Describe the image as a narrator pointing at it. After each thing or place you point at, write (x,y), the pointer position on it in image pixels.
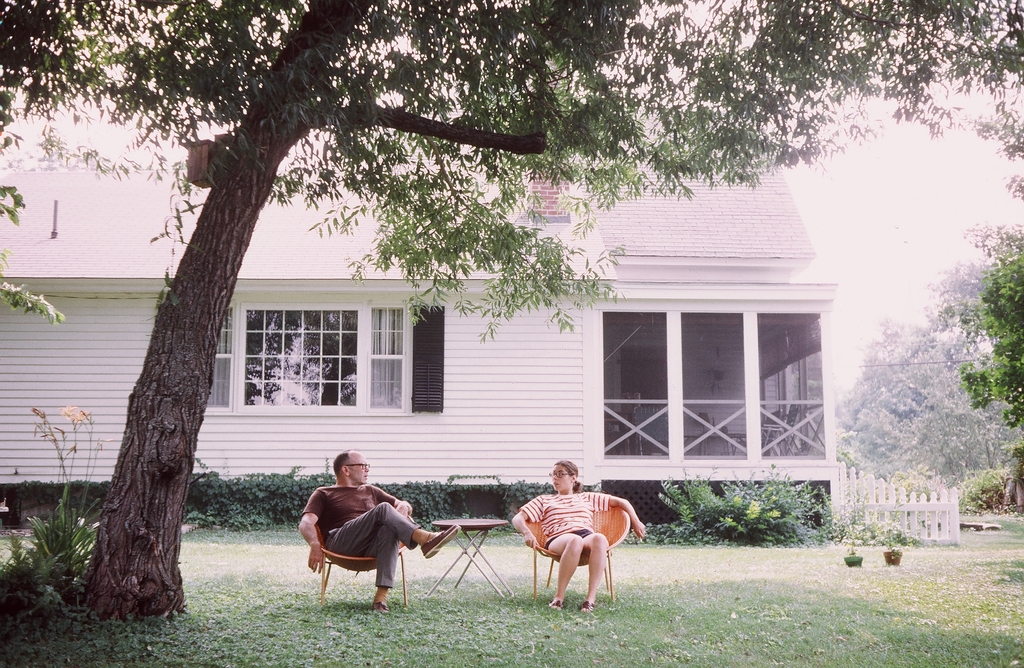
In this picture, we can see two persons (429,539) sitting on chairs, we can see the ground (519,618) with grass (526,624), and some objects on the ground (639,633) like chairs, table (436,586), plants (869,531) in pot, house (711,386) trees (157,568), plants (59,522), fencing (845,492), and the sky (880,242).
